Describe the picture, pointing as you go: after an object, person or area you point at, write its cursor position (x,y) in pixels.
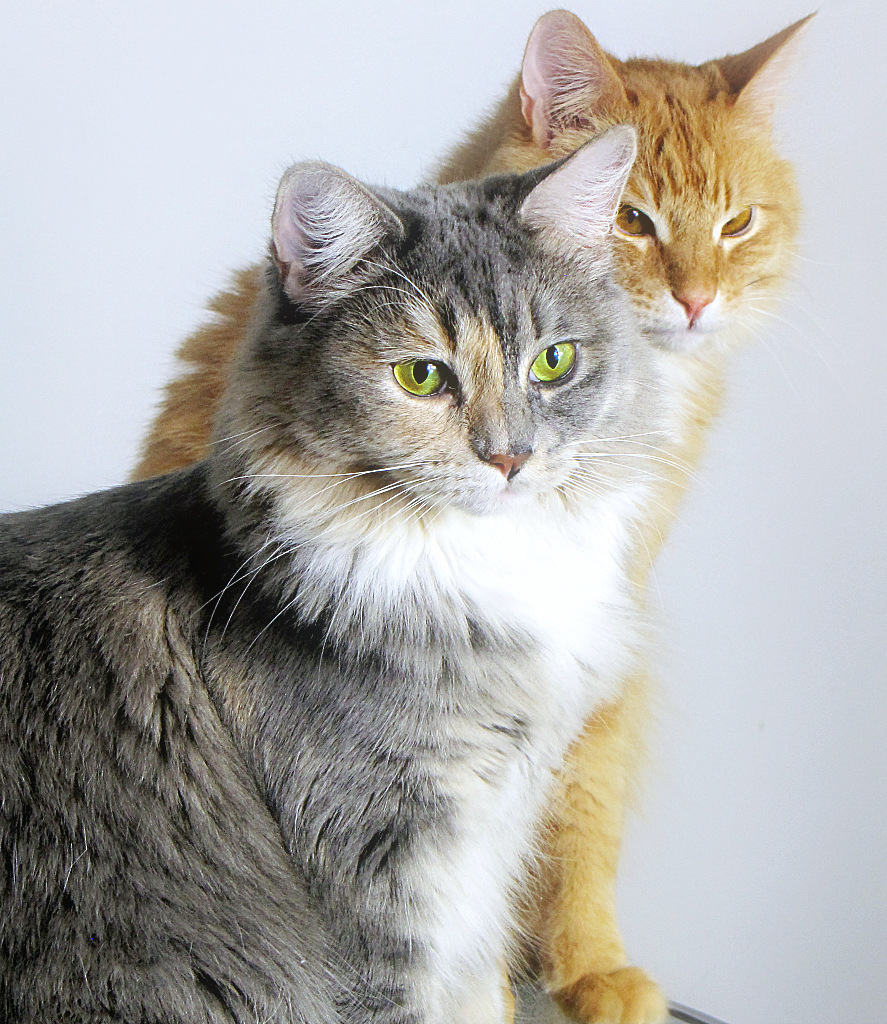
In this image I can see two cats (419,294). They are in brown, white and grey color. Background (210,62) is in white color.
